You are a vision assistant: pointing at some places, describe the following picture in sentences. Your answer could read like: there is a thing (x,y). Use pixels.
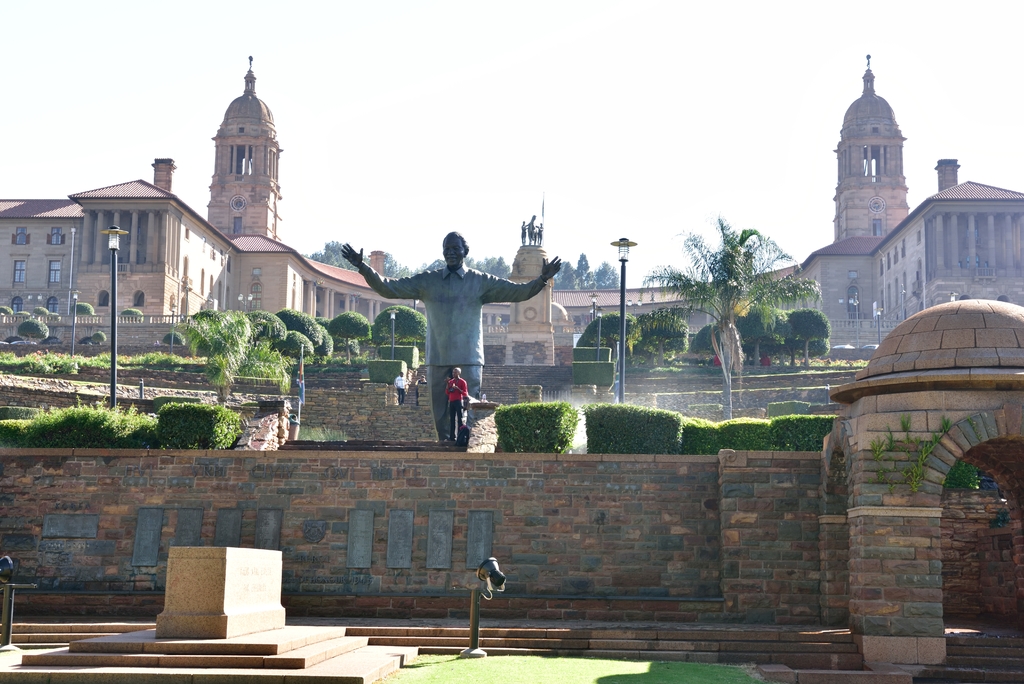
It is a fort (396,437) and on the fort (474,469) there is a huge sculpture (437,295) of a person (472,289), behind that there is a big building (199,289) and in front of the building (228,305) there are plenty of beautiful trees (772,328) and there are two poles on the either side of the sculpture (456,312). There are lights (623,247) fit to that poles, in the background (697,107) there is a sky (682,115).
